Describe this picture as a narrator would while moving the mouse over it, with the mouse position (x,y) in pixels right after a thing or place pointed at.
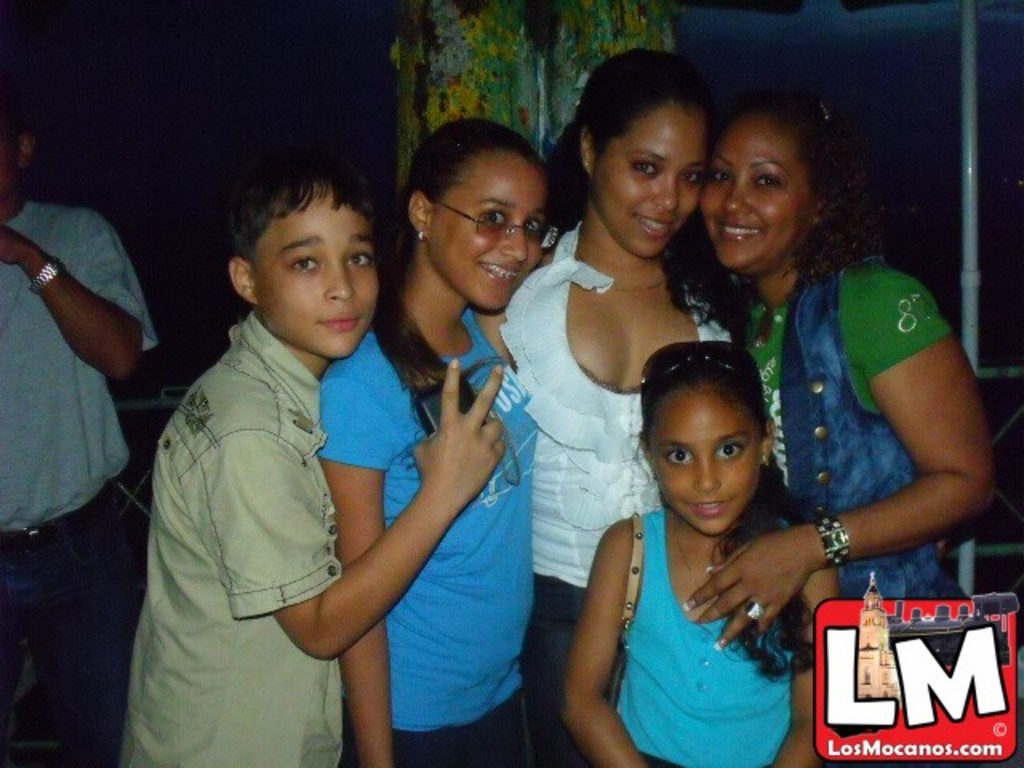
In this image, I can see a group of people (585,298) standing. Behind the people (502,225) it looks like a pillar (510,69). On the left side of the image (74,414), I can see another person (79,764). There is a dark background (889,74). On the right side of the image (969,244), I can see a pole (964,310). In the bottom right corner of the image (835,750), there is a watermark (910,761).
